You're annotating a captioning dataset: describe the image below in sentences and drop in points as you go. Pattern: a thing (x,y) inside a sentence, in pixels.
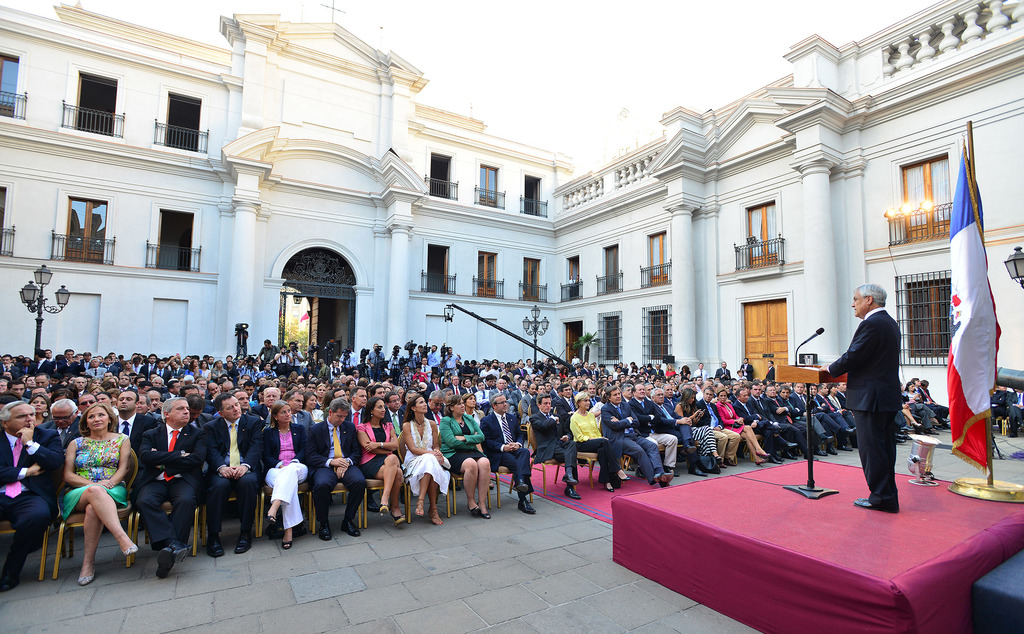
In the picture we can see a white color building (705,221) with a window (82,101) and door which is of wood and near to the building (204,238) we can see many people (181,440) are sitting on the chairs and listening to the speech by the man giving on the stage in the microphone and behind him we can see a flag (959,277) to the pole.
